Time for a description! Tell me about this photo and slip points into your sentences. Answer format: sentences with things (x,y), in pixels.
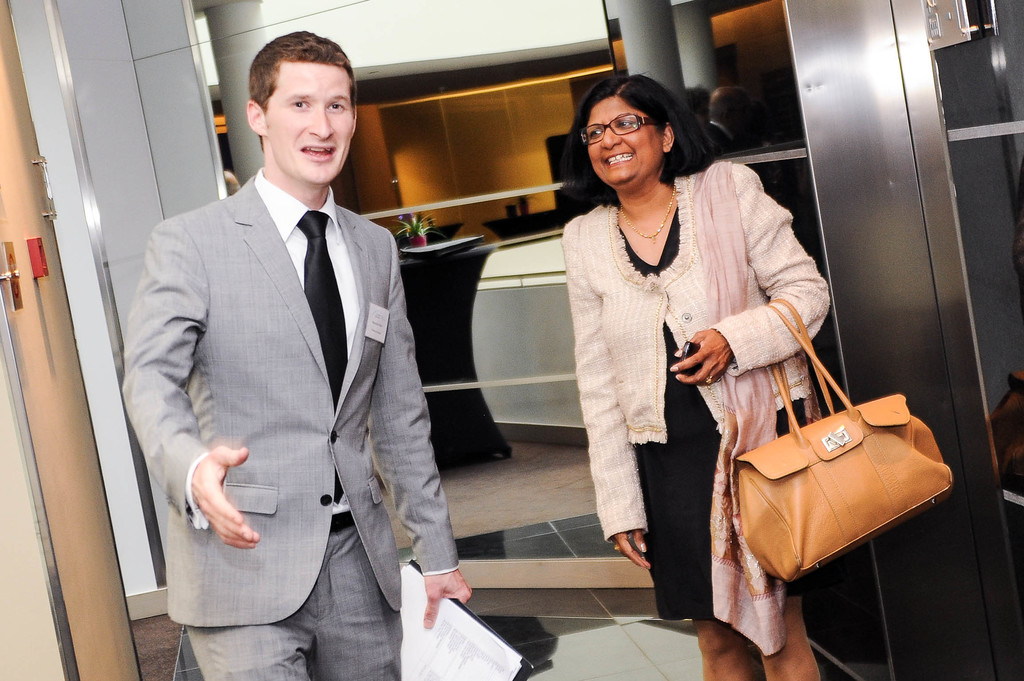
This is the picture of two people (664,128) one among them is a lady (616,331) and the other is the guy (240,464) behind them there is a desk (438,286) on which there is a plant (413,224).
